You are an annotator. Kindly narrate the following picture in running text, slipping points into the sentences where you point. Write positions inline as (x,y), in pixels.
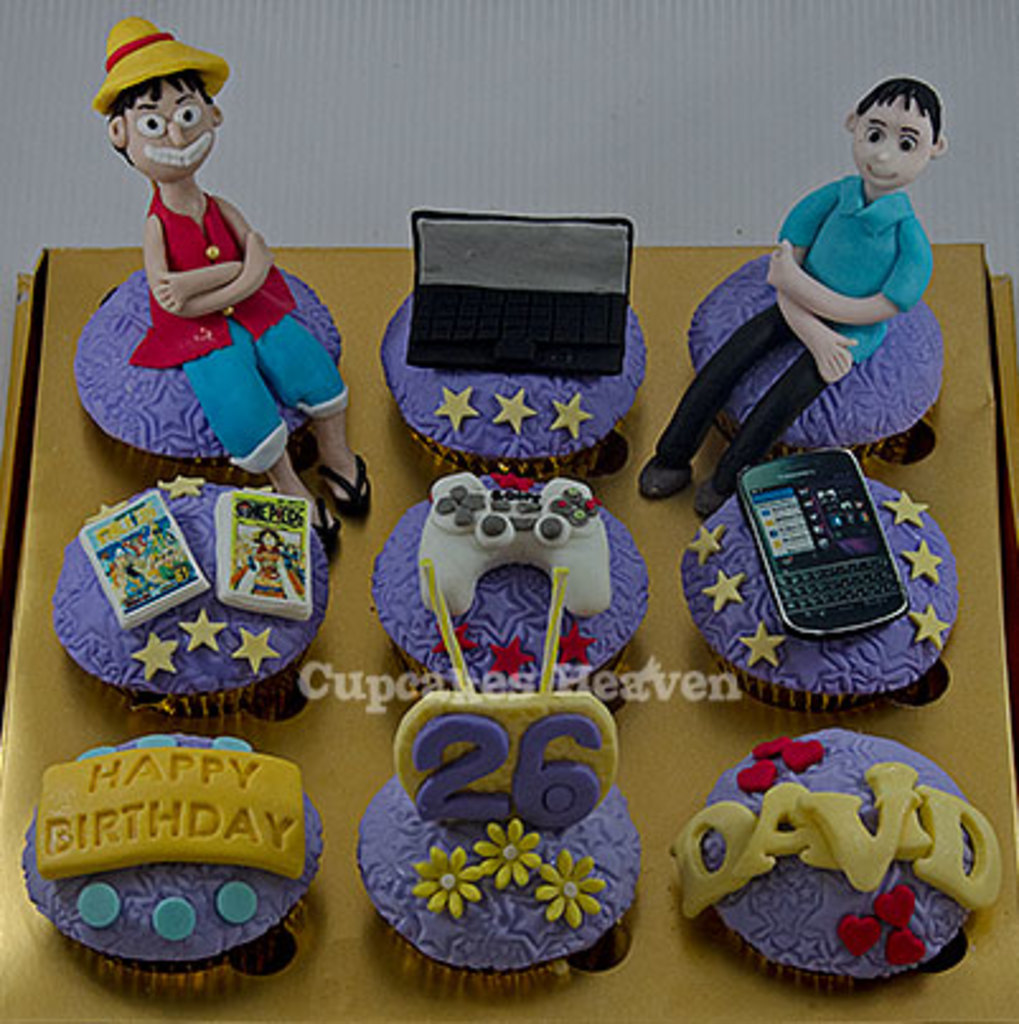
These are cakes (538,638). This is phone (782,557), joystick (550,523), laptop (562,323), persons (842,262) are sitting.
